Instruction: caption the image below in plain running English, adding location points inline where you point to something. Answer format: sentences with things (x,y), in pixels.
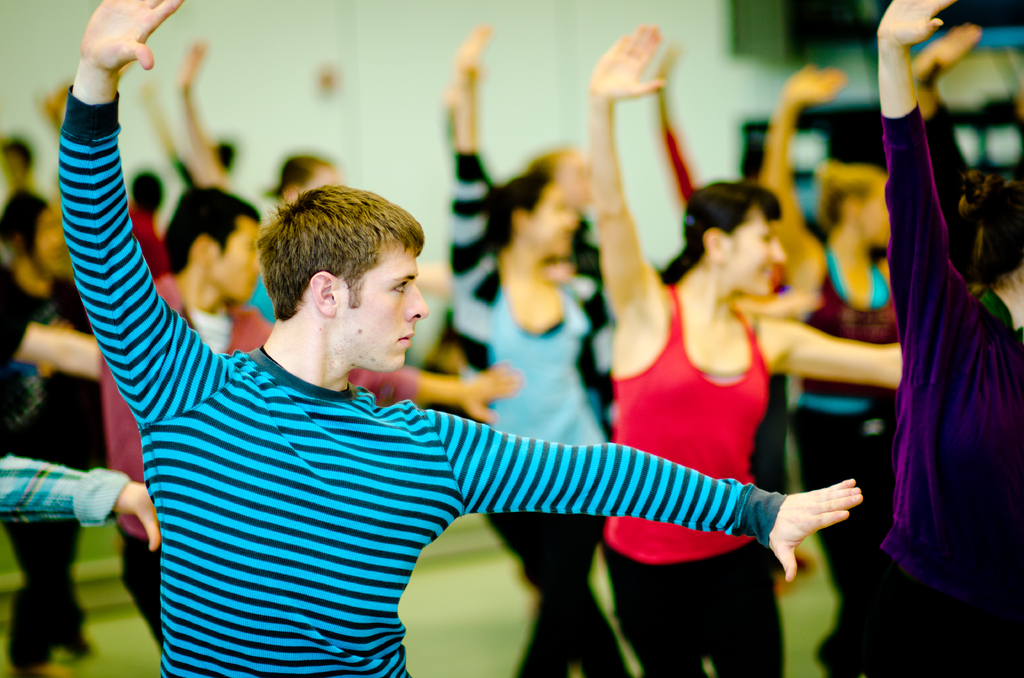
In this picture we can see there is a group of people (296,280) dancing on the floor (448,565). Behind the people (321,385), there is the blurred background (864,15).
